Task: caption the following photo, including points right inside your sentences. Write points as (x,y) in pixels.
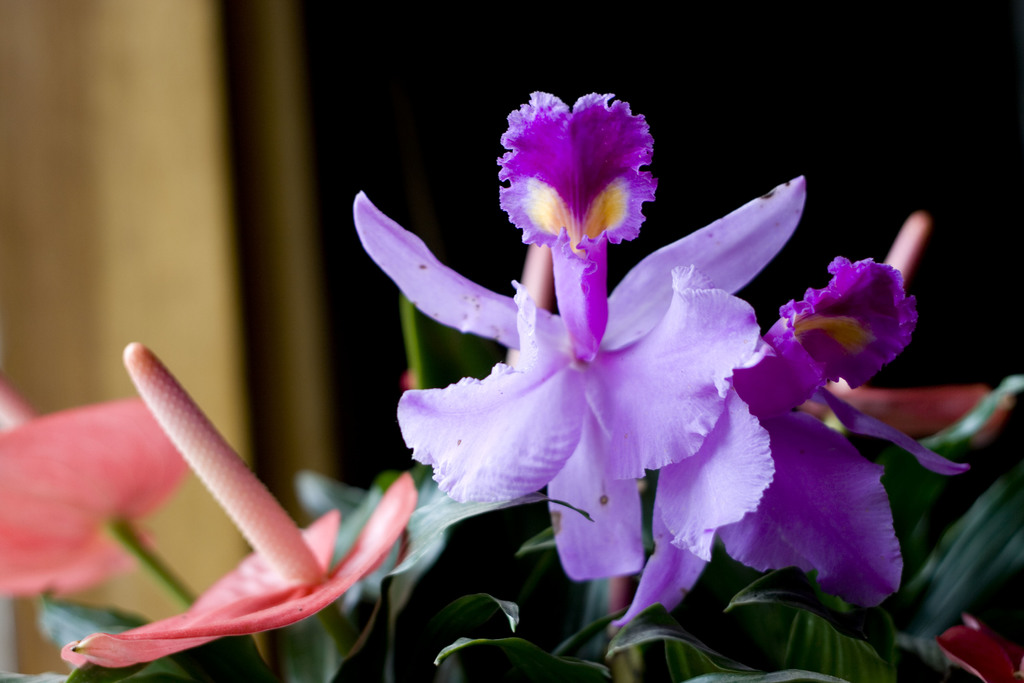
In this picture there is a purple color flower (605,496) in the front (568,505). Beside there is a red flower (304,568) and leaves (419,497). Behind there is a dark background (476,214).
